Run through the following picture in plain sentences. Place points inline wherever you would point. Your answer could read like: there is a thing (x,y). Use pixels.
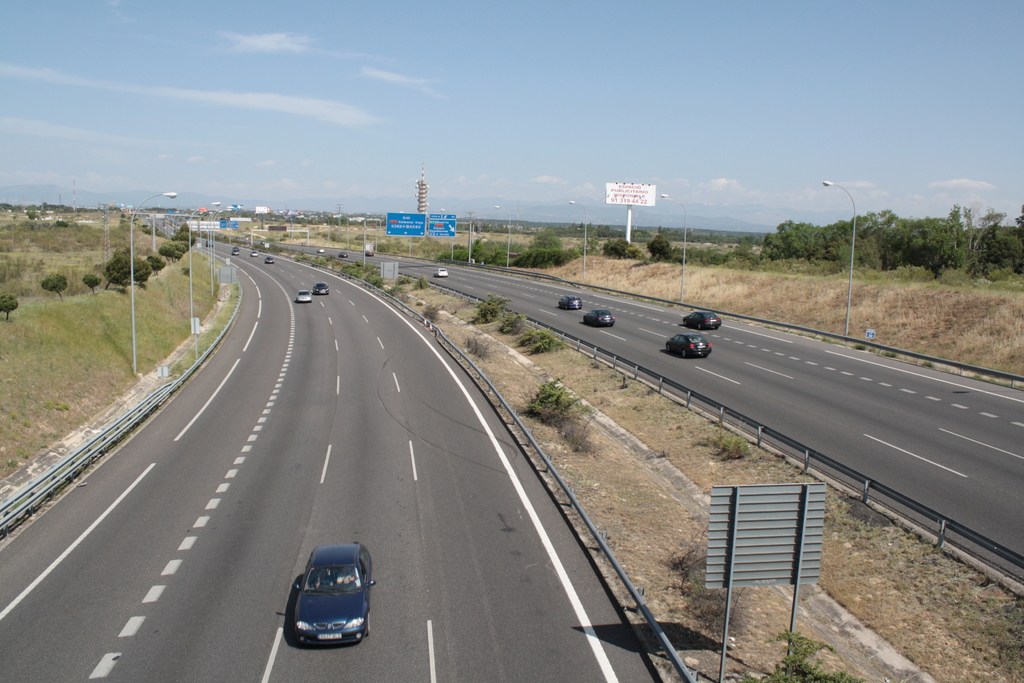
This picture is clicked outside. In the center (568,429) we can see the group of vehicles (600,314) running on the road (351,345) and we can see the metal rods (182,387), plants (583,428), grass (103,289), street lights (139,206) and we can see the boards (429,219) on which we can see the text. In the background (652,91) we can see the sky (193,109), buildings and some other objects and we can see the trees (925,250).
